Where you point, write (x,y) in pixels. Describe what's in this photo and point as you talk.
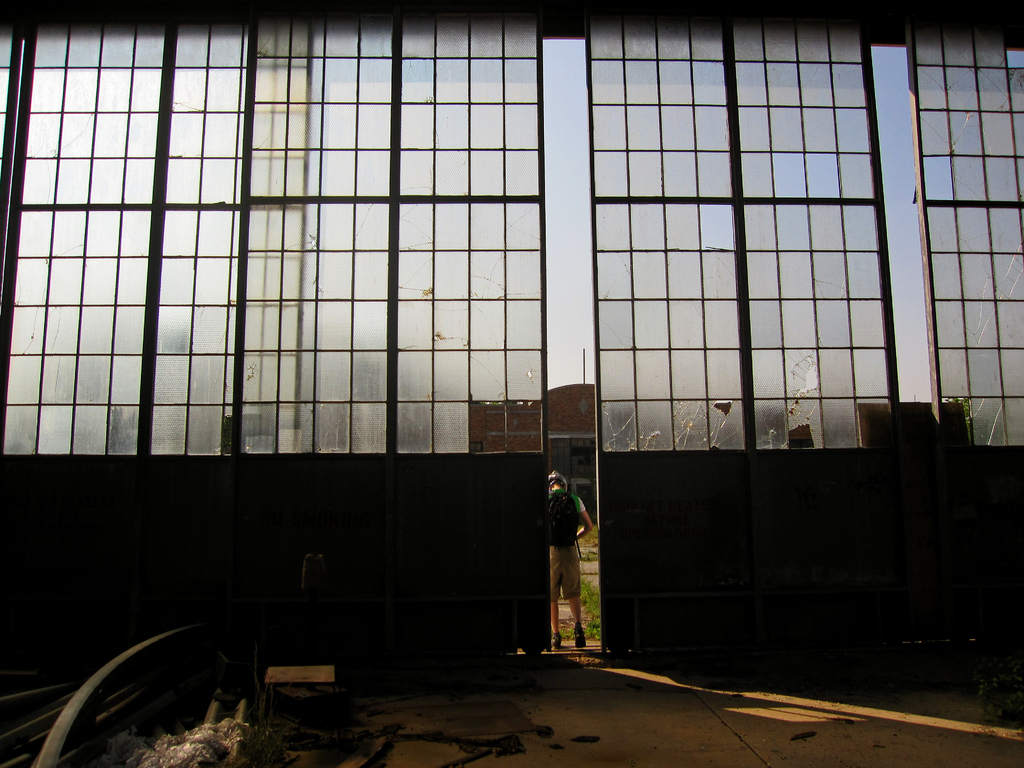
In this image I can see glass windows (452,303), person (566,549), building (588,399), grass (589,603), sky (584,187) and objects (171,699). Person (564,478) wore a bag (558,538).
